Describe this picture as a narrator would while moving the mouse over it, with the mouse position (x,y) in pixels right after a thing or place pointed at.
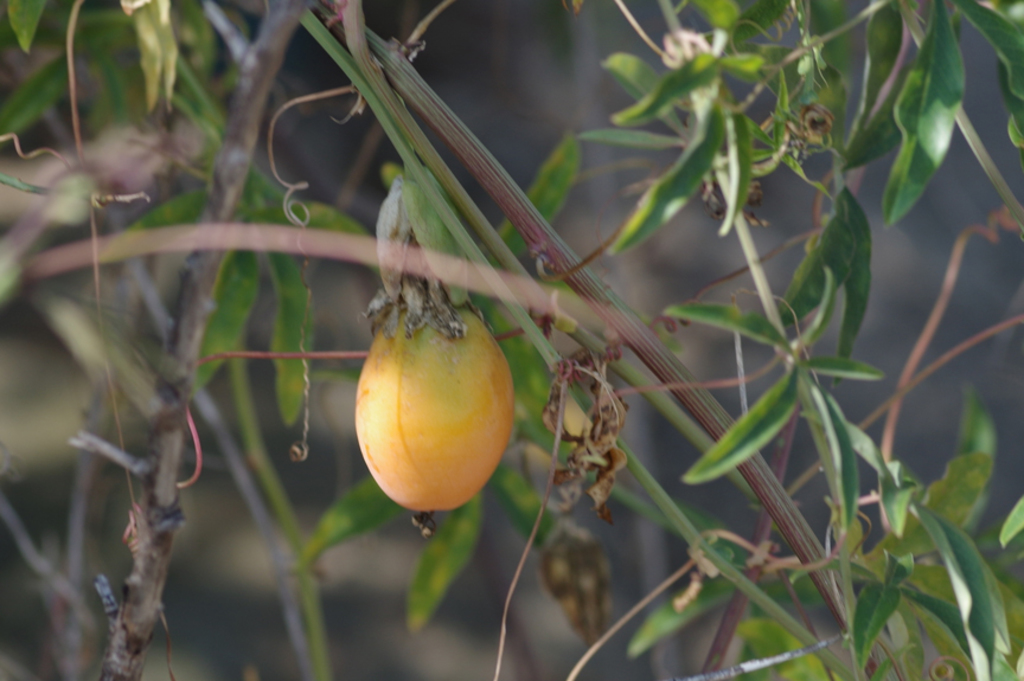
In the center of the image (491,401) there is a fruit (462,420) to the tree (242,198).
